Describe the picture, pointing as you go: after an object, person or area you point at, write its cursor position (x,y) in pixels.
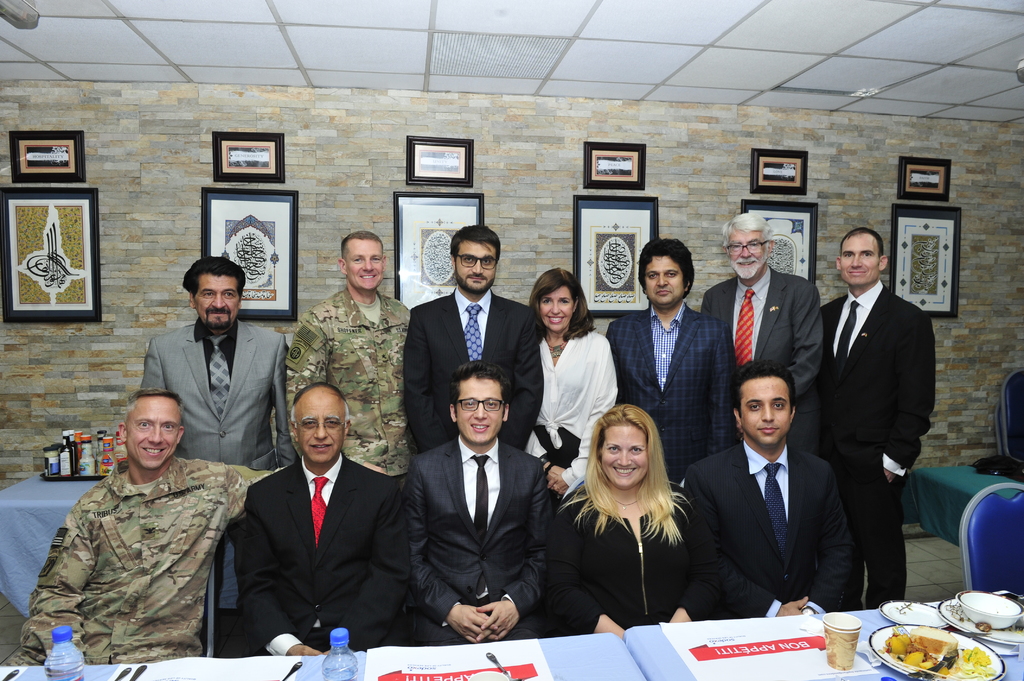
In this image I can see people (286,511) where few are sitting on chairs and few are standing. I can see two are wearing uniforms (224,469) and rest all are wearing formal dress (653,518). I can also see few tables (75,494) and on these tables (17,545) I can see number of bottles (84,474), a glass (854,643) and few plates (891,614). In background (21,150) I can see few frames (590,271) on wall (533,189).
